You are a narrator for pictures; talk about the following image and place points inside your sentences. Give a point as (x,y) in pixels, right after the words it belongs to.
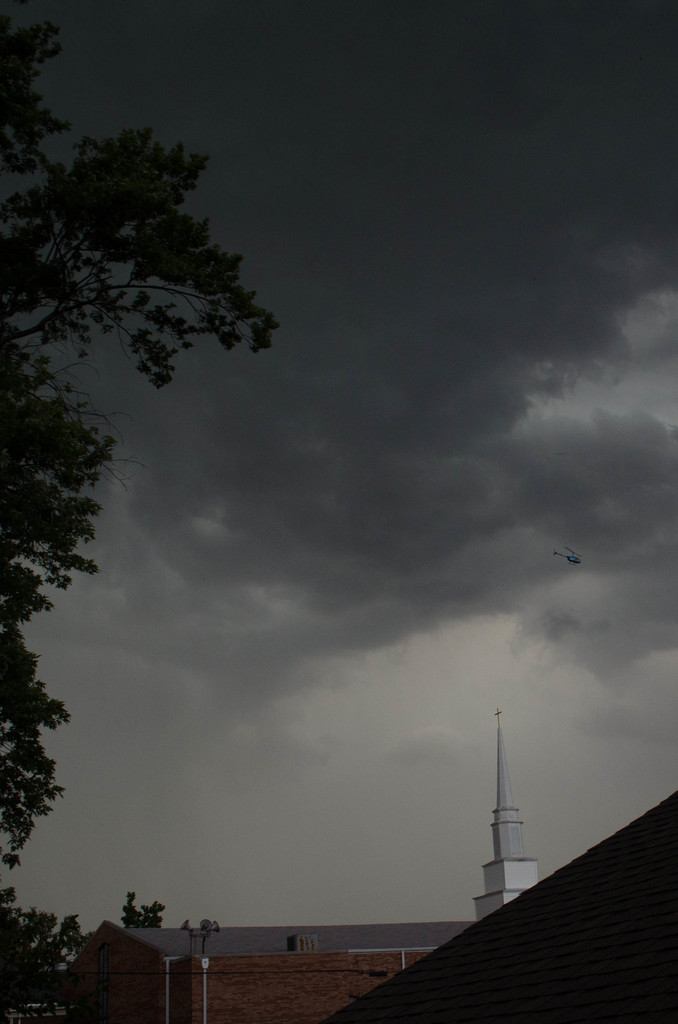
Here in this picture we can see a house (262,959) and a church building (496,861) present and we can also see a light post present and we can see plants (85,944) and trees (55,576) present and we can see the sky (131,546) is fully covered with clouds (294,553) and we can also see a helicopter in the air (575,542).
